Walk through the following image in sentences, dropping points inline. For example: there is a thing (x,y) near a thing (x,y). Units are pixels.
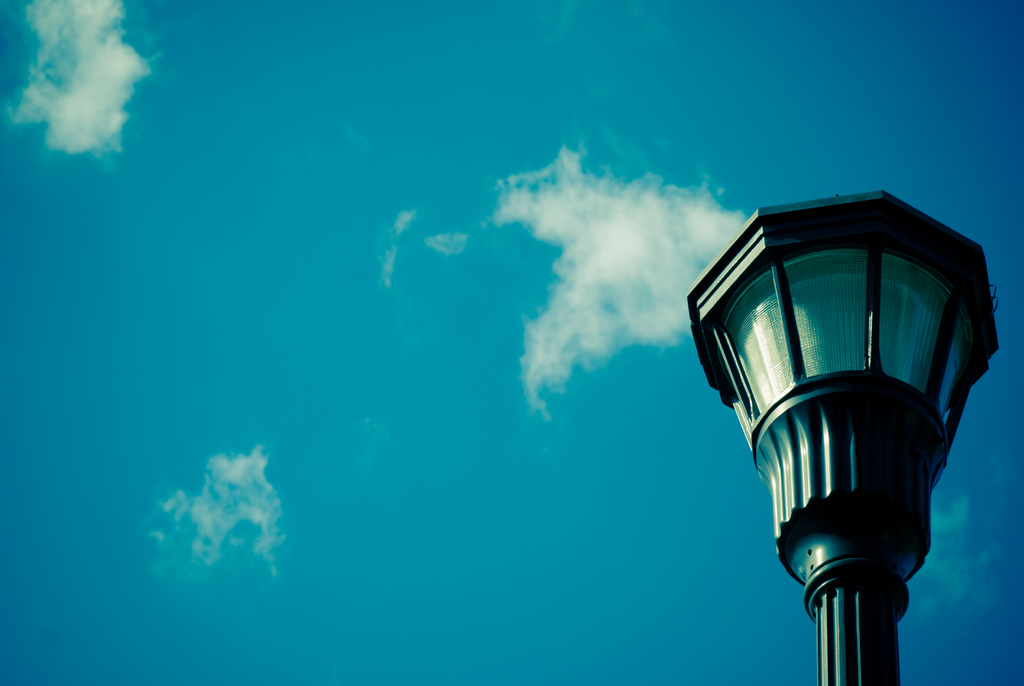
In this image there is a street light (818,434) and the sky (365,412).
